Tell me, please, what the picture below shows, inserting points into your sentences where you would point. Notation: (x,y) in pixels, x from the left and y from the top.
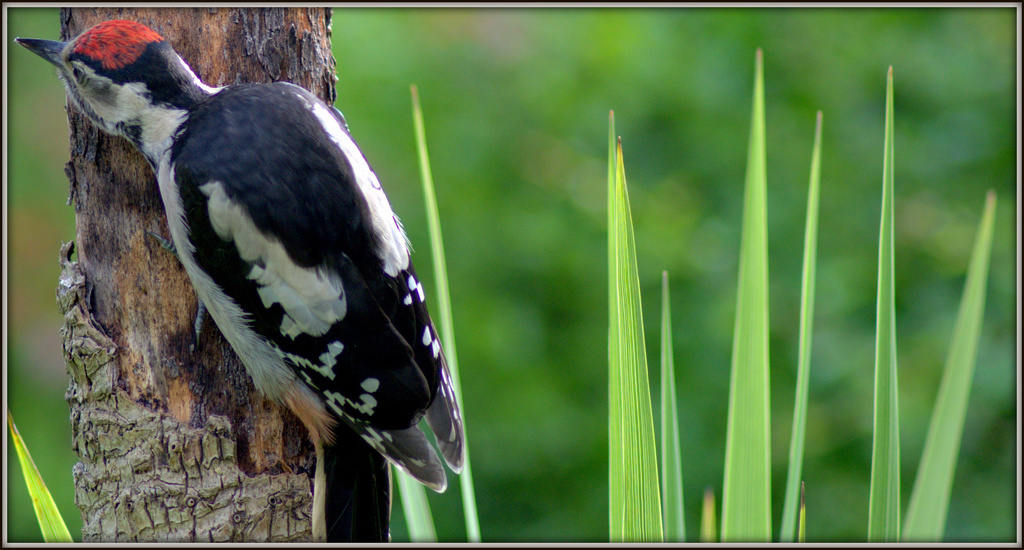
On the left side of the image (193,274) there is a tree trunk (169,340) with a bird (285,259) which is in black, white and red color. On the right side of the image (686,358) there are leaves (623,190) and there is a green background (564,306).
